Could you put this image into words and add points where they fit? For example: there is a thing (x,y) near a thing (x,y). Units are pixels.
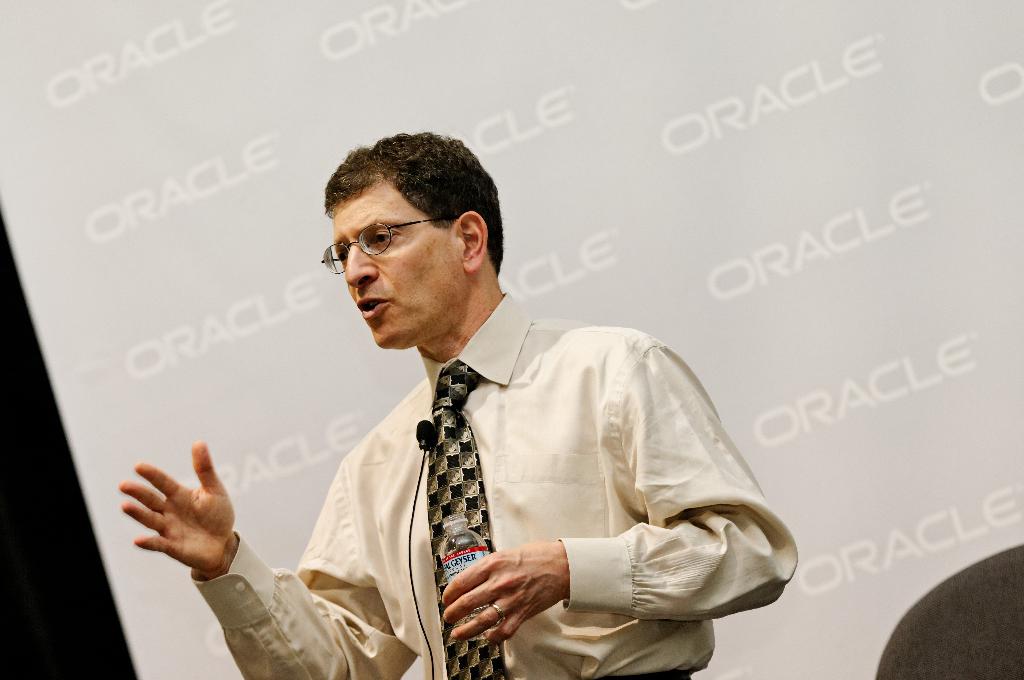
In this picture I can see a man (515,493) is standing. The man (447,344) is wearing spectacles (380,229), a tie (467,467) and a shirt (559,516). Here I can see a microphone (422,467). In the background (618,266) I can see a screen (754,244). On the screen (742,246) I can see some logos (777,254).
